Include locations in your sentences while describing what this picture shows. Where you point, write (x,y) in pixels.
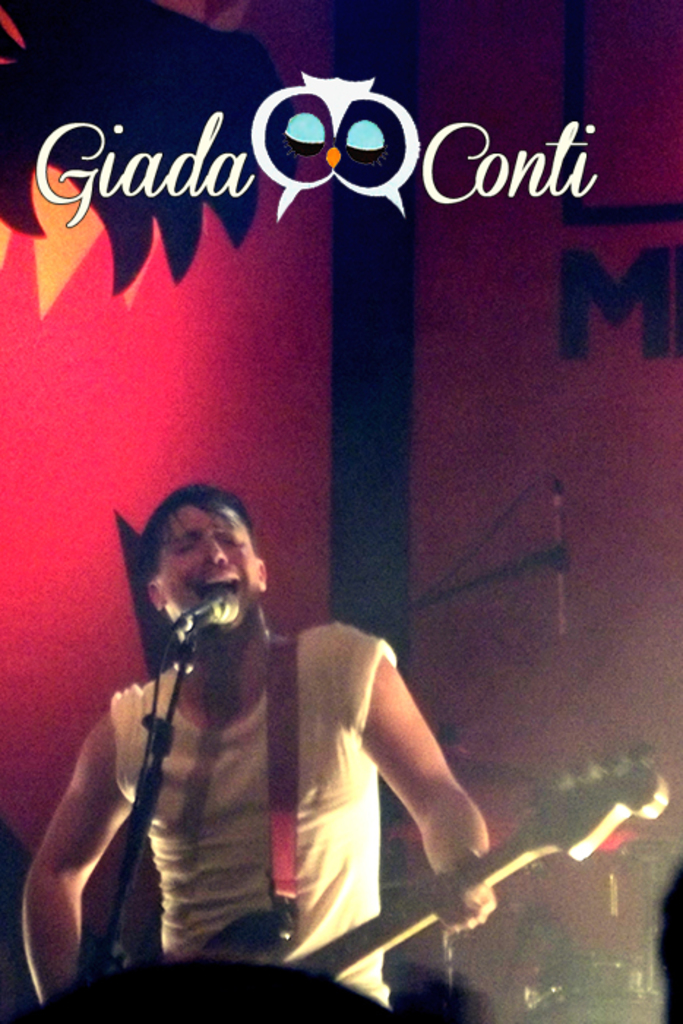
In this image there is a person (446,827) standing on the stage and playing guitar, behind him there is a wall (372,565) with paintings (52,576) and some text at the top of image (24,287).
